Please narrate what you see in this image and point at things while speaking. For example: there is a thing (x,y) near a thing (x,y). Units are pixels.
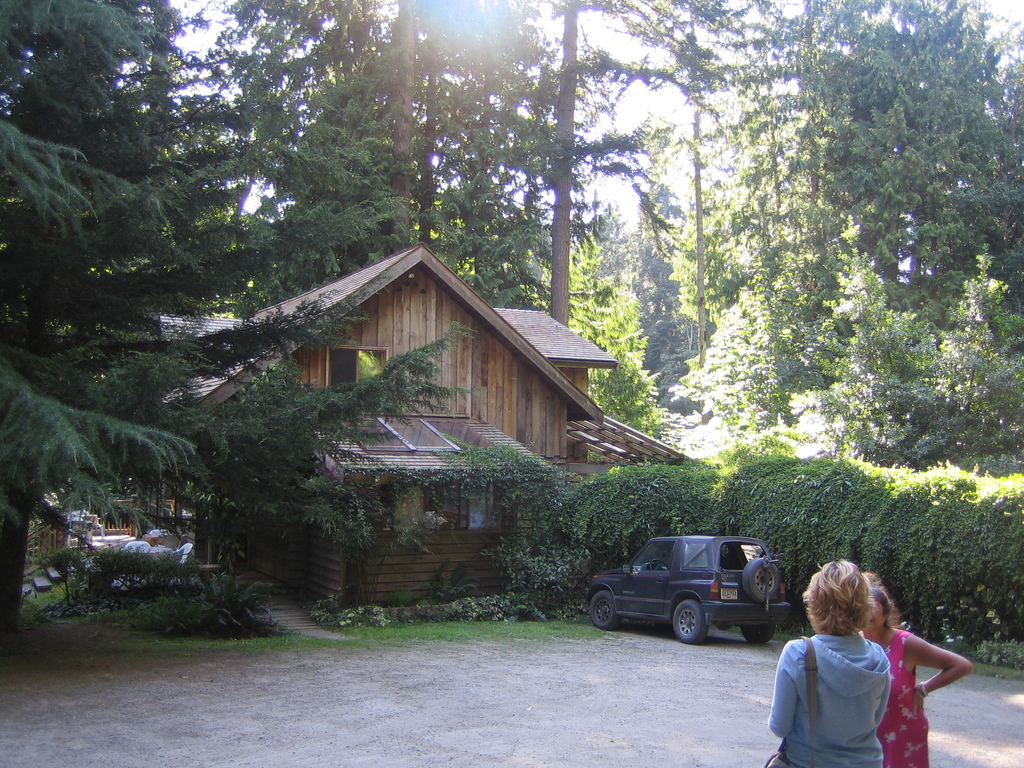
In this image we can see there is a car (719,606) and there are persons (837,681) standing on the ground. At the back (440,367) there are trees (491,271), building (591,437), chair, stairs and few objects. At the top (688,159) there is a sky (655,98).
